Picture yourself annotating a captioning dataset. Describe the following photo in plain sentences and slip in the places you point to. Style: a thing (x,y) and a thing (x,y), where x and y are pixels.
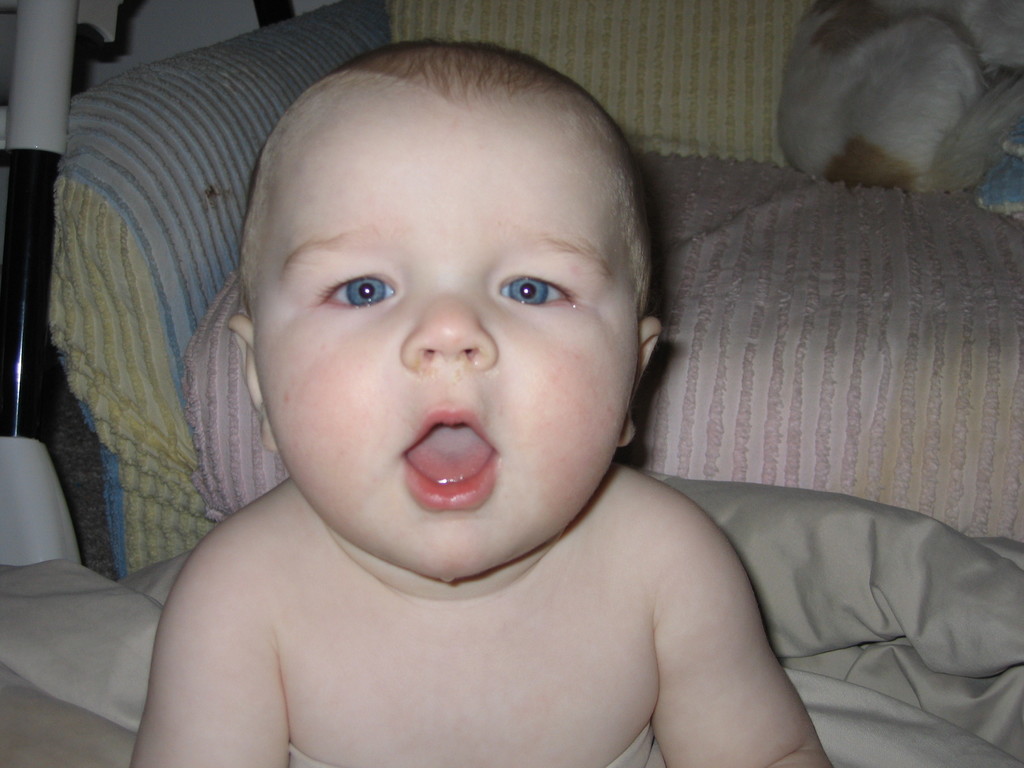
In this picture I can see a baby (617,742). I can see a couch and some other objects (1010,741).
